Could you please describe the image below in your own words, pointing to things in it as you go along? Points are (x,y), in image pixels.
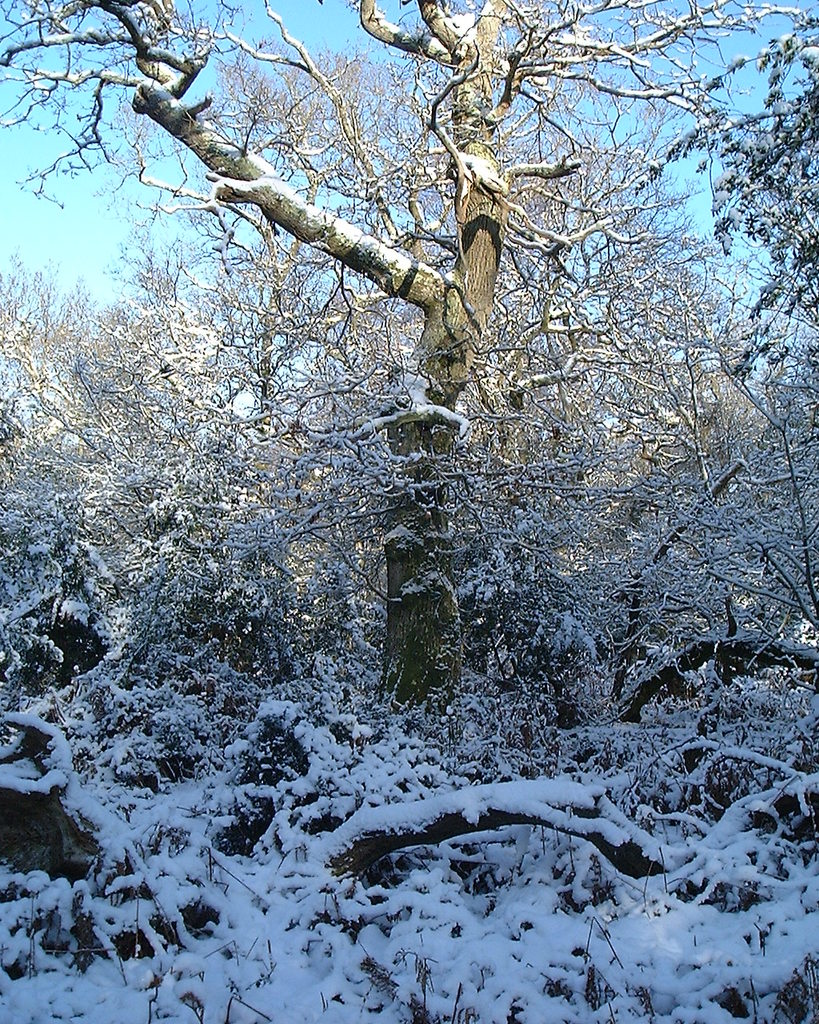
In this image, there are a few trees (397,428). We can see some snow (308,913) and the ground (382,973). We can also see the sky (170,144).
